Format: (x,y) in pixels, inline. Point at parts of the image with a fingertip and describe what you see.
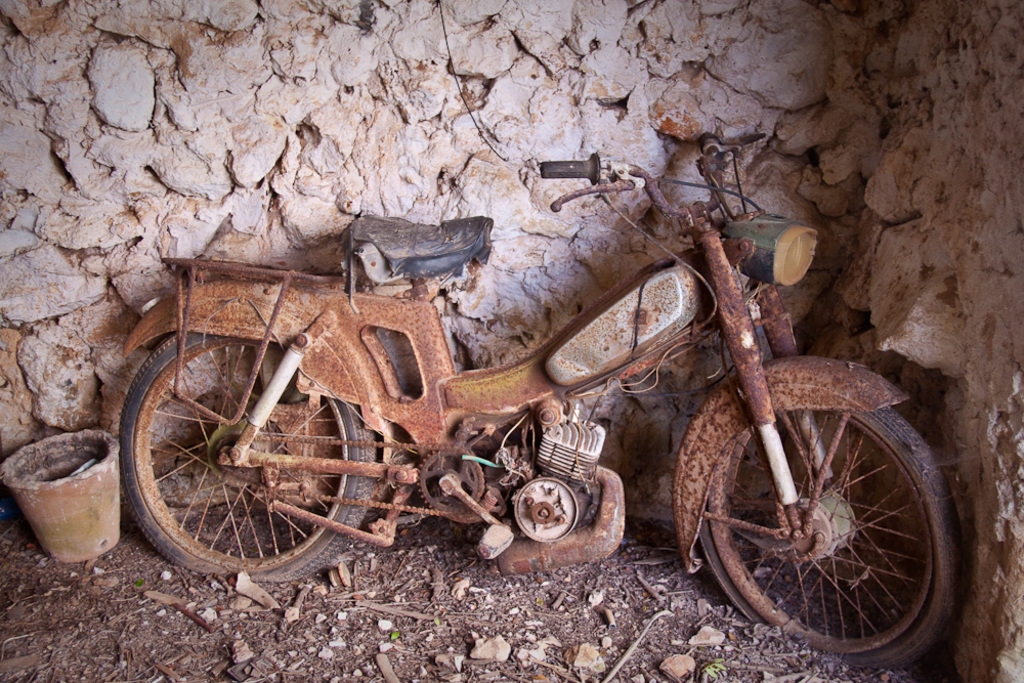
In this image we can see a vehicle (366,480) and a pot (70,539) on the land (526,620). Behind the vehicle (828,640), we can see a wall (87,207).
